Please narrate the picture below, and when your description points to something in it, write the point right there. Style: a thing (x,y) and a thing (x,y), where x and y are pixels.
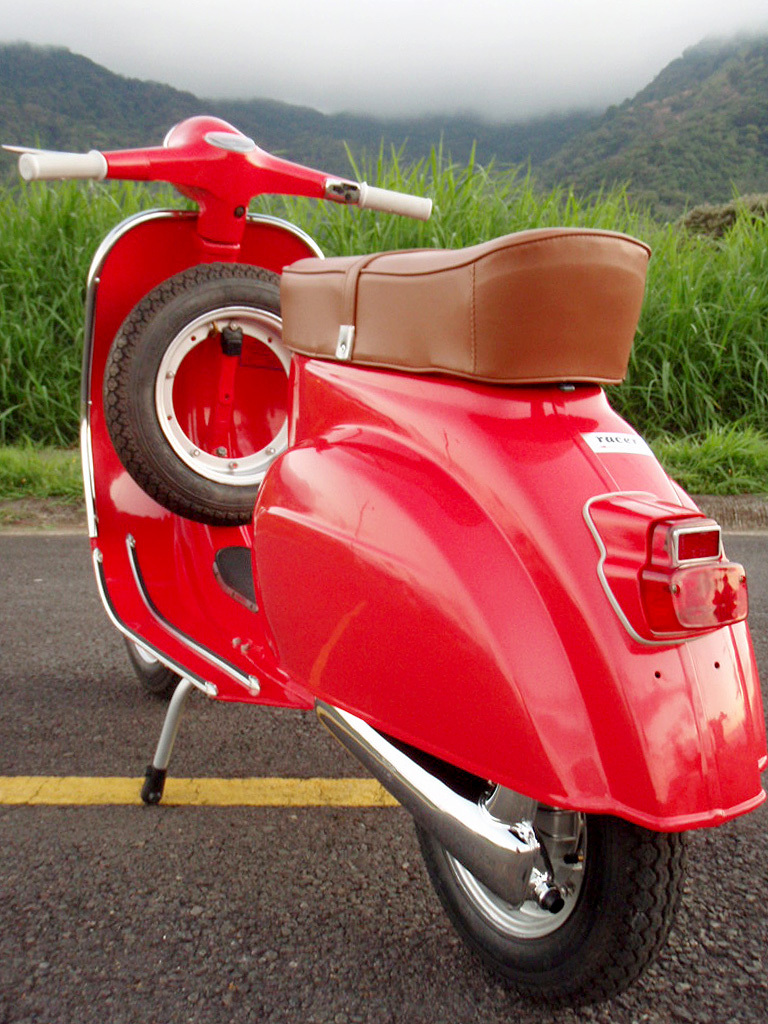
This picture shows a red scooter (460,288) on the road (152,754) and a Spare tire (158,385) and we see grass (560,197) and trees (684,146) on the hills (637,107) and we see fog (447,93).
